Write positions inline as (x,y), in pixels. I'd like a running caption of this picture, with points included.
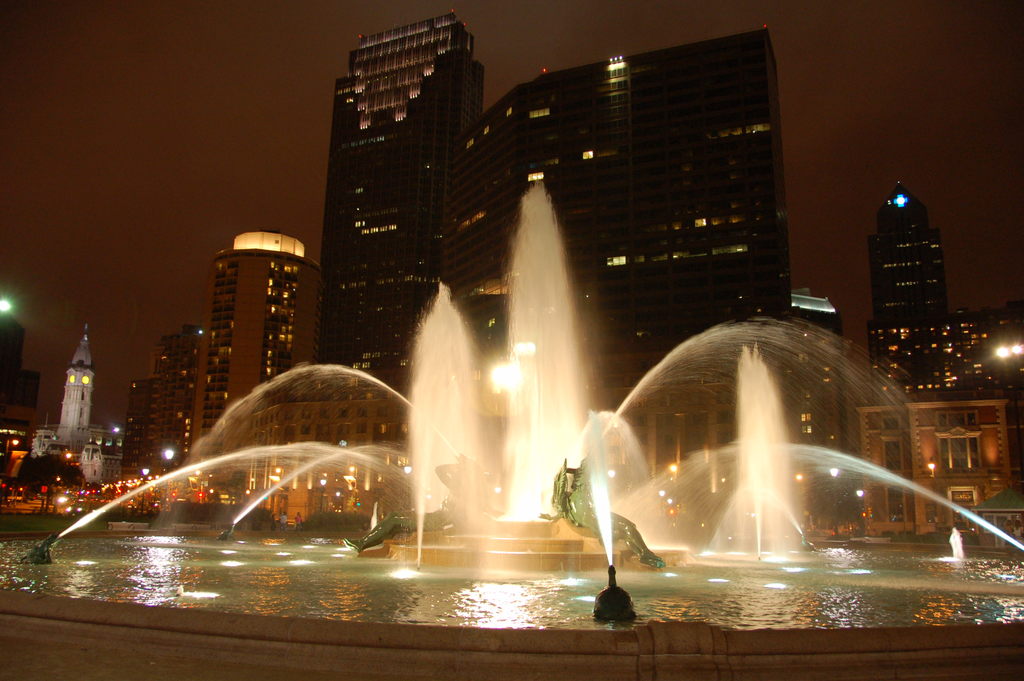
In this image we can see there are buildings (346,418), in front of them there is a fountain (546,497), at the center of the fountain (457,518) there are statues (588,507). In the background (164,200) there is a sky (167,154).
